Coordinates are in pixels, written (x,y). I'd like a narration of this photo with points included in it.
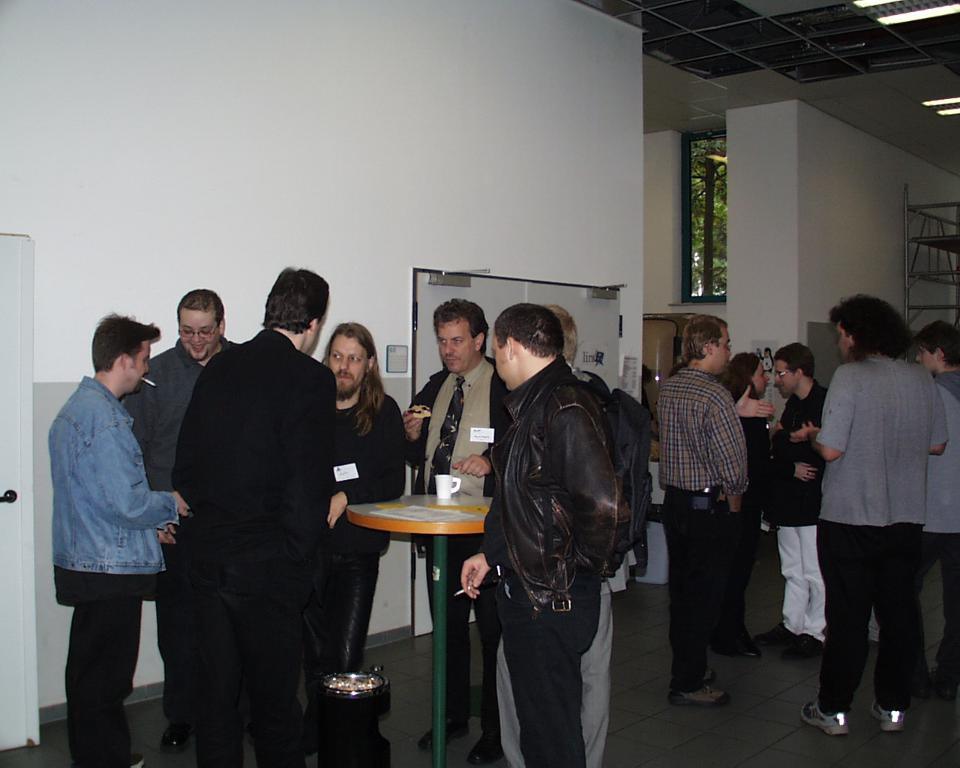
In this image there are people (838,493) standing on a floor (405,717) in the middle (487,512) there is a table (461,526) on that table (461,524) there is a cup (447,488), under the table (446,525) there is a dustbin (356,690), in the background (56,39) there is a wall (604,177) and lights (899,6).
